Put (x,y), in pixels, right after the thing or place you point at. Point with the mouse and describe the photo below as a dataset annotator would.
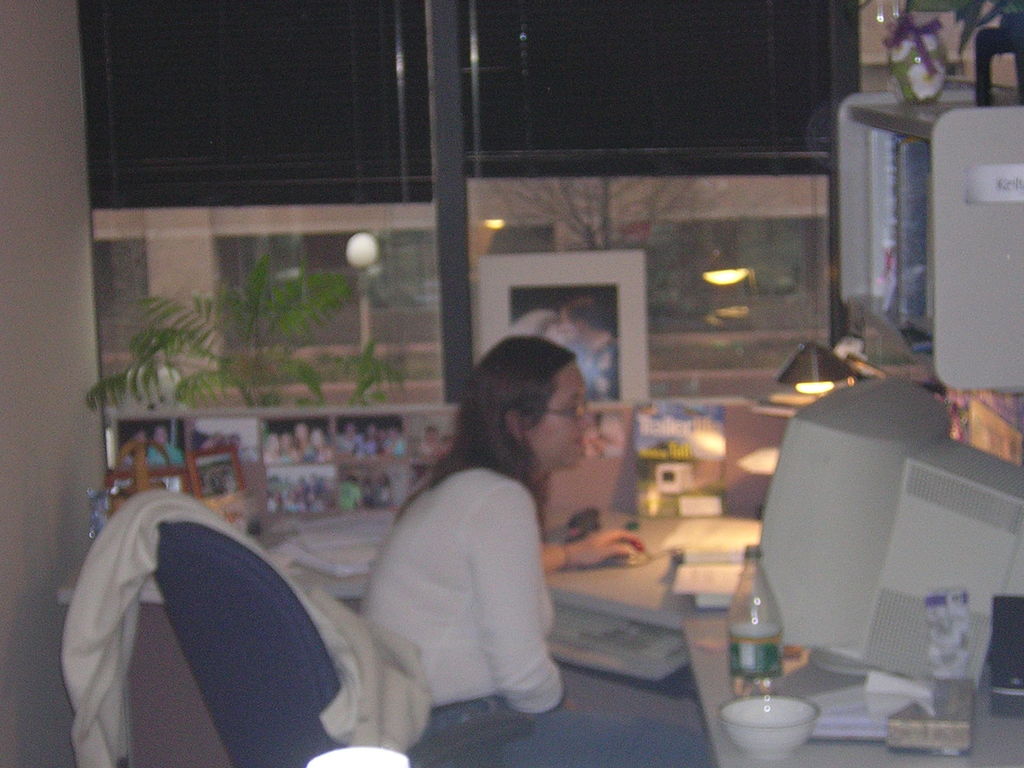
In this image I see a woman (555,737) who is sitting on chair (119,586) and there is a table (716,644) in front of her on which there are many things (1022,552). I can also see a window (123,363) over here.
